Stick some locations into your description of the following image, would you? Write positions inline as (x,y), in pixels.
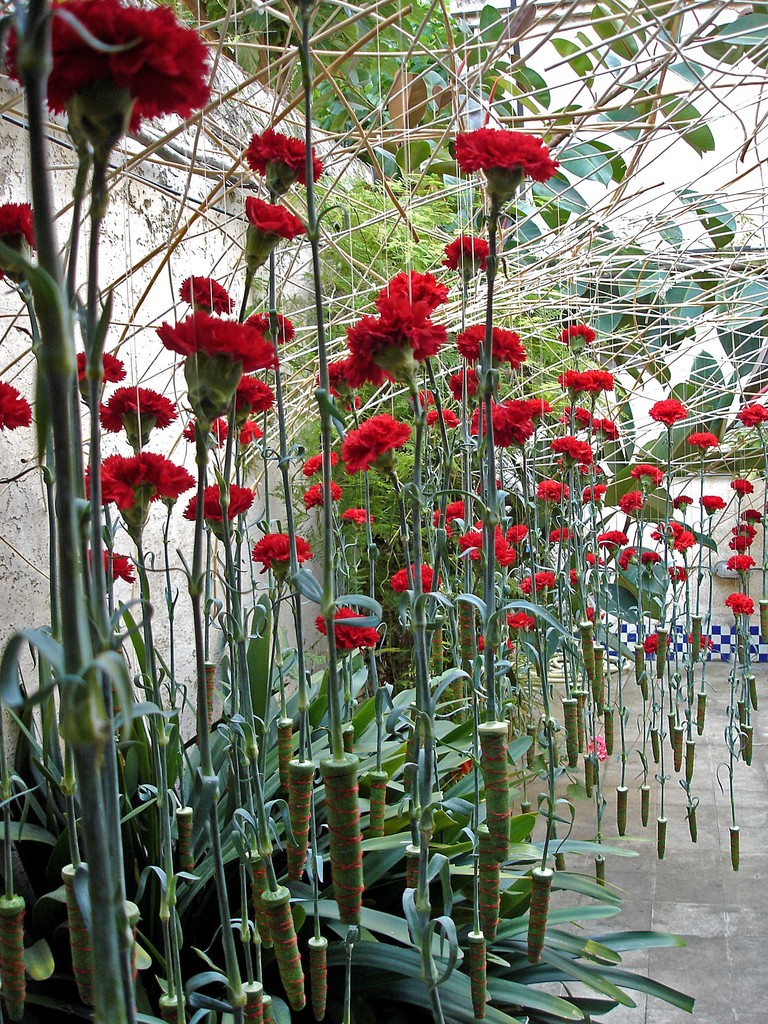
As we can see red flowers (398,353) in the image and next to the flowers (110,419) there is a wall (137,209) and a tree (383,41).
